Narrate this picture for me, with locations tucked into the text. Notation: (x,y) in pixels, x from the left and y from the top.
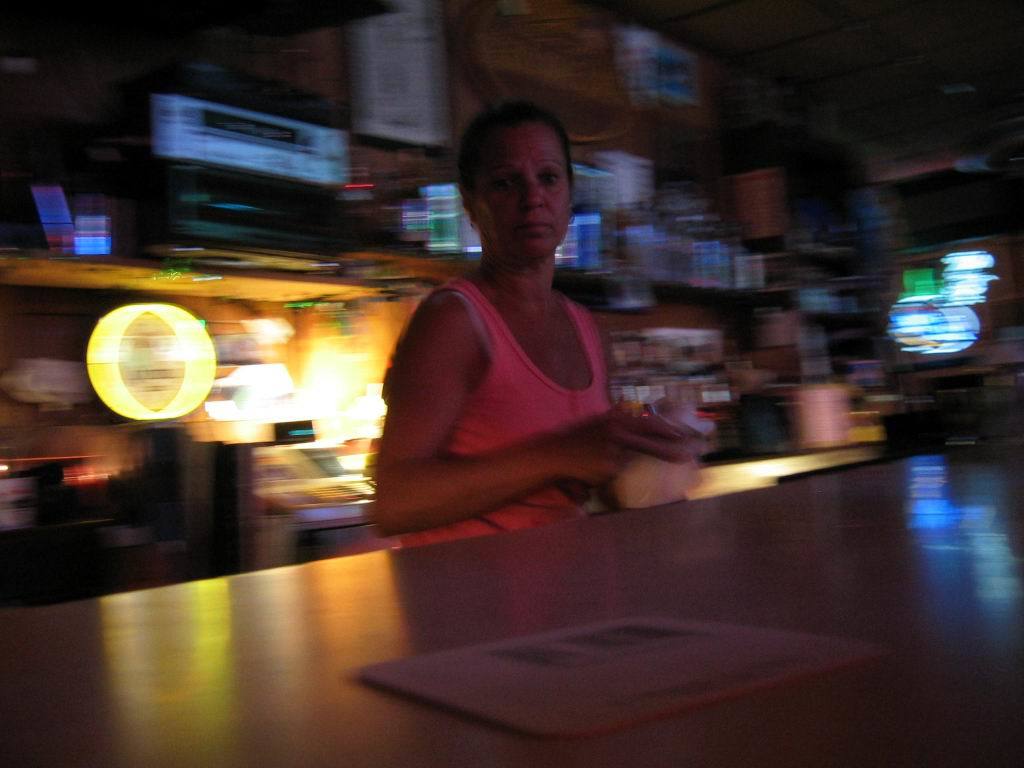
This picture seems to be clicked inside the room (227,4). In the foreground (524,696) we can see an object (474,705) is placed on the top of the table (797,530) and we can see a person (537,440) holding some objects (627,470) and standing. In the background (812,358) we can see the cabinets (662,226) containing the boxes (771,214) and many other items (448,192).
